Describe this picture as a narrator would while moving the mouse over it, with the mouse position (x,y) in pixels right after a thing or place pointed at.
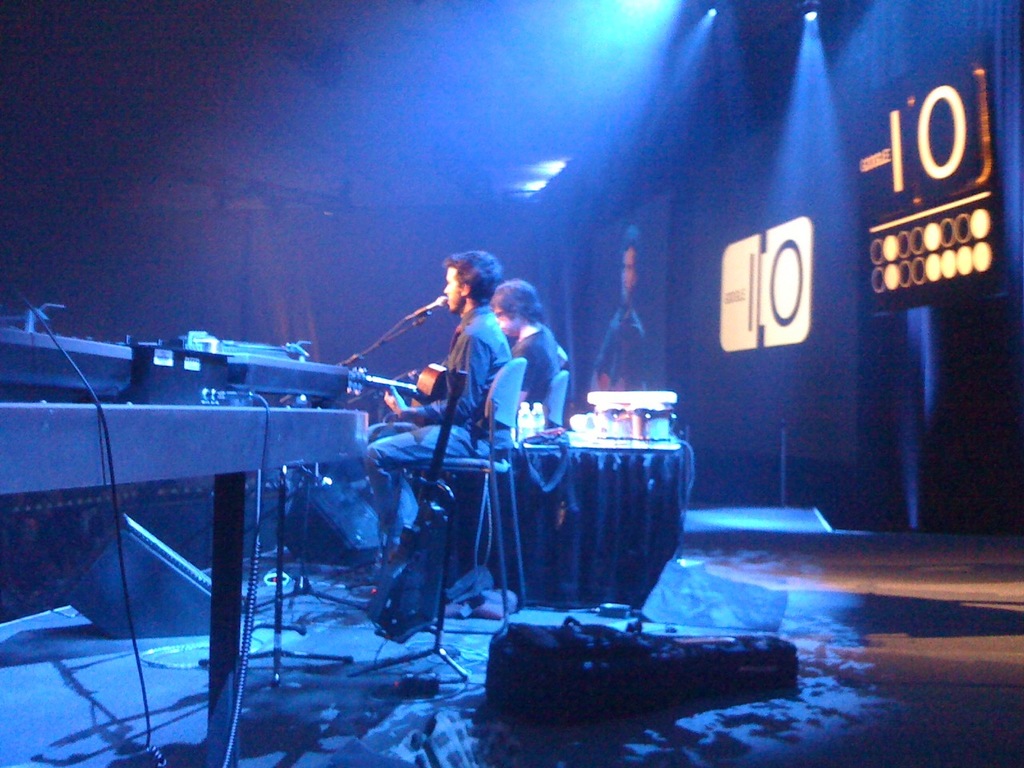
This picture shows two men (488,269) seated on the chairs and we see man (467,305) speaking with the help of a microphone (440,304) and we see a table (646,572).
